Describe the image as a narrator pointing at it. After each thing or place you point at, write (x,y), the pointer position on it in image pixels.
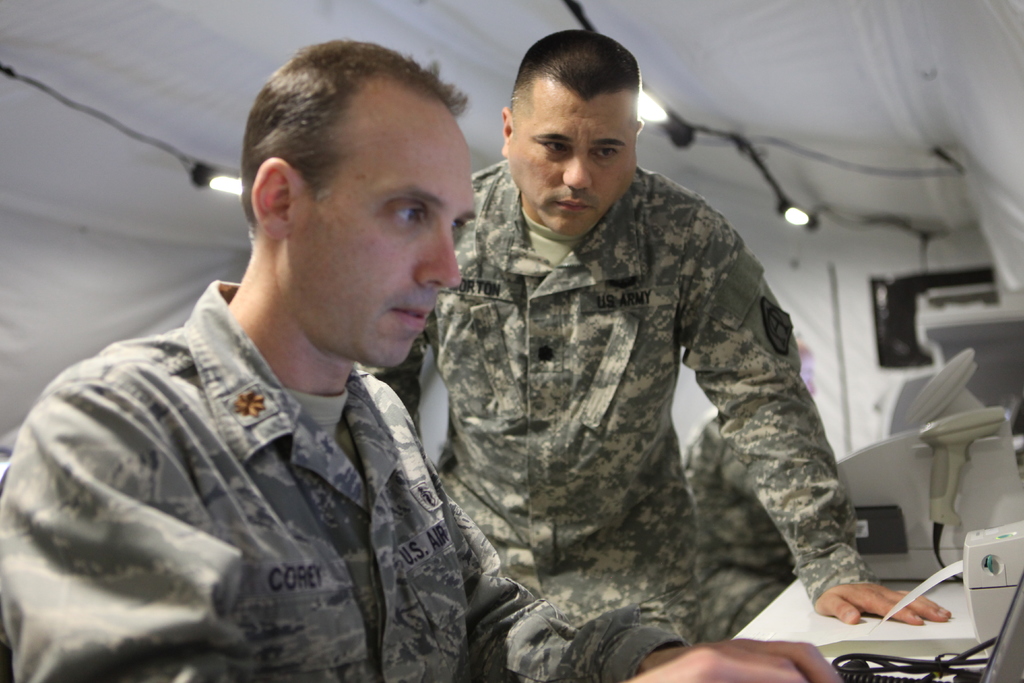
In this image I can see three persons (255,485). In front (345,622) the person (228,519) is wearing military dress (297,621) and I can also see few machines (889,513) on the table (768,613), background (759,202) I can see few lights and the wall (846,301) is in white color.
